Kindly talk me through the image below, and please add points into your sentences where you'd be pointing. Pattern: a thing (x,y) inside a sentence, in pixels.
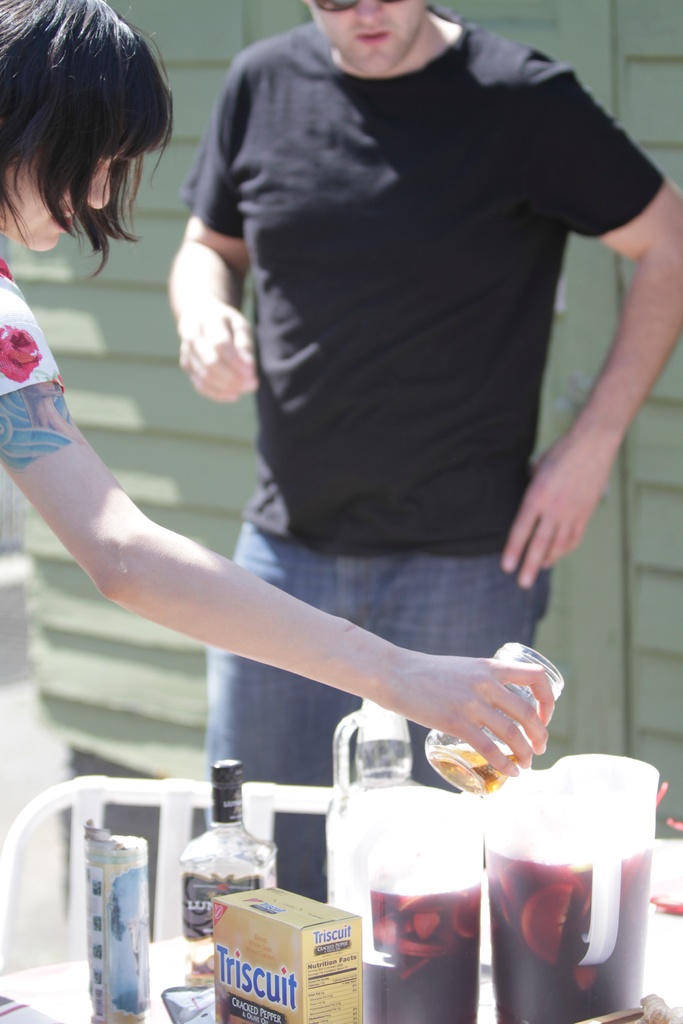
In this picture we can see two persons (301,709). She is holding a glass (462,751) with her hand (513,709). This is table (36,973). On the table (84,1005) there are jars (491,862), bottles (358,798), and boxes (222,936). On the background (132,417) there is a wall (121,390).
